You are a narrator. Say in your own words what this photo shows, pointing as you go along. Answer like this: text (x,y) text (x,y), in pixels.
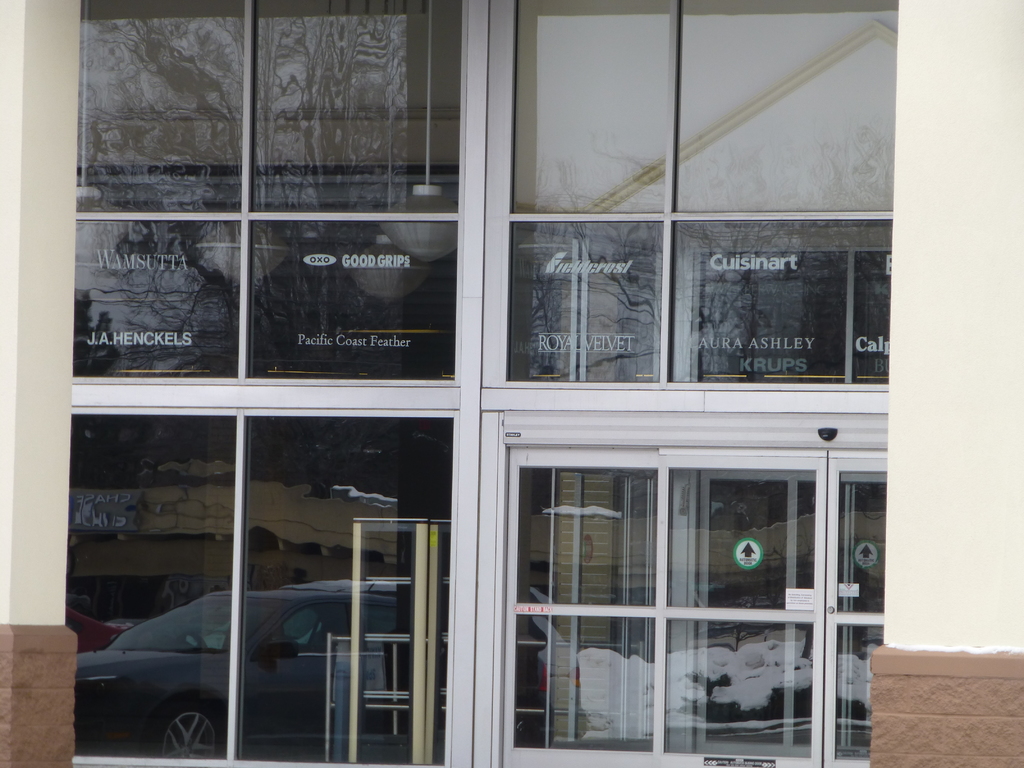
In the picture I can see glass doors (526,628) on which we can see the reflection (100,686) of vehicles (252,738) on the road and can see the reflection (84,496) of buildings (544,548).
